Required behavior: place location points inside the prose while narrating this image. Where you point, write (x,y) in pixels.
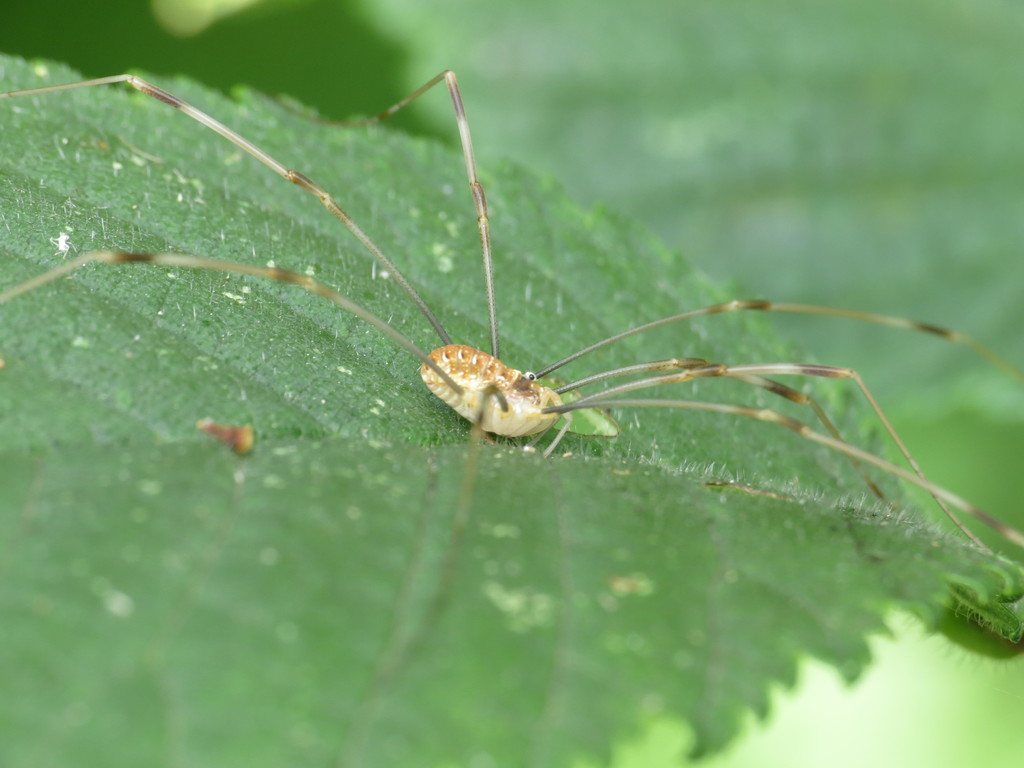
In this image we can see a spider (554,406) on the leaf (542,268).
